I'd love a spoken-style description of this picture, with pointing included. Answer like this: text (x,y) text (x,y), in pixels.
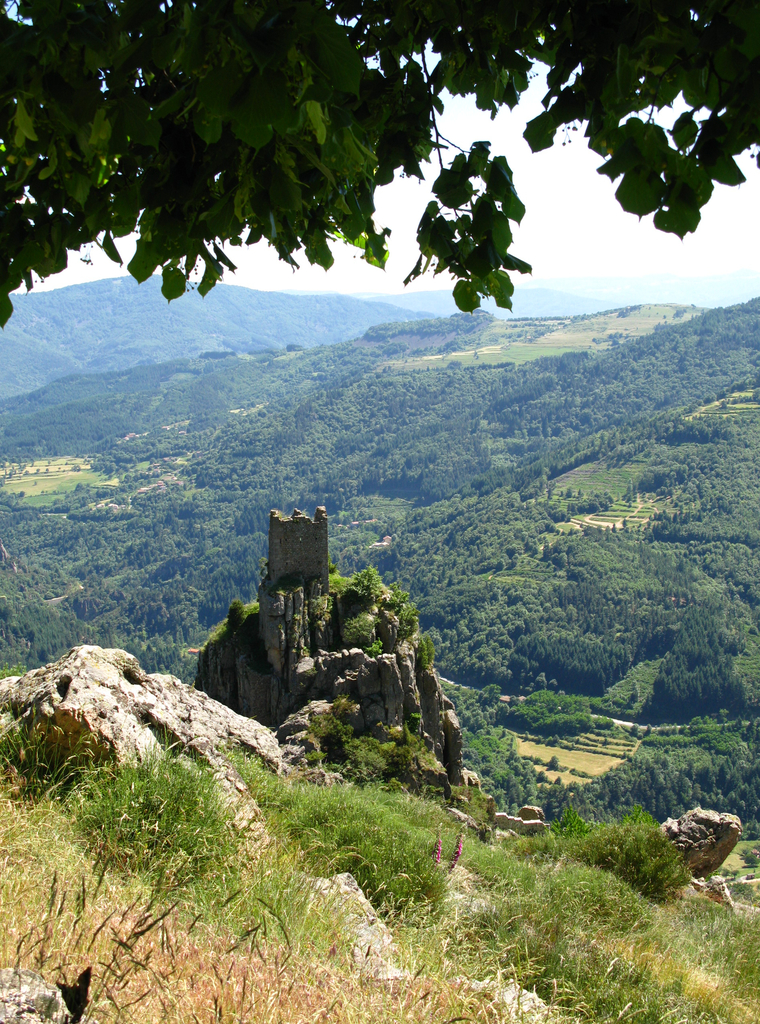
In this picture we can see grass (374,828), hills (533,350) and trees (561,438). In the background of the image (416,199) we can see the sky (434,194). At the top of the image (473,293) we can see leaves (177,292) and stems (444,139).
